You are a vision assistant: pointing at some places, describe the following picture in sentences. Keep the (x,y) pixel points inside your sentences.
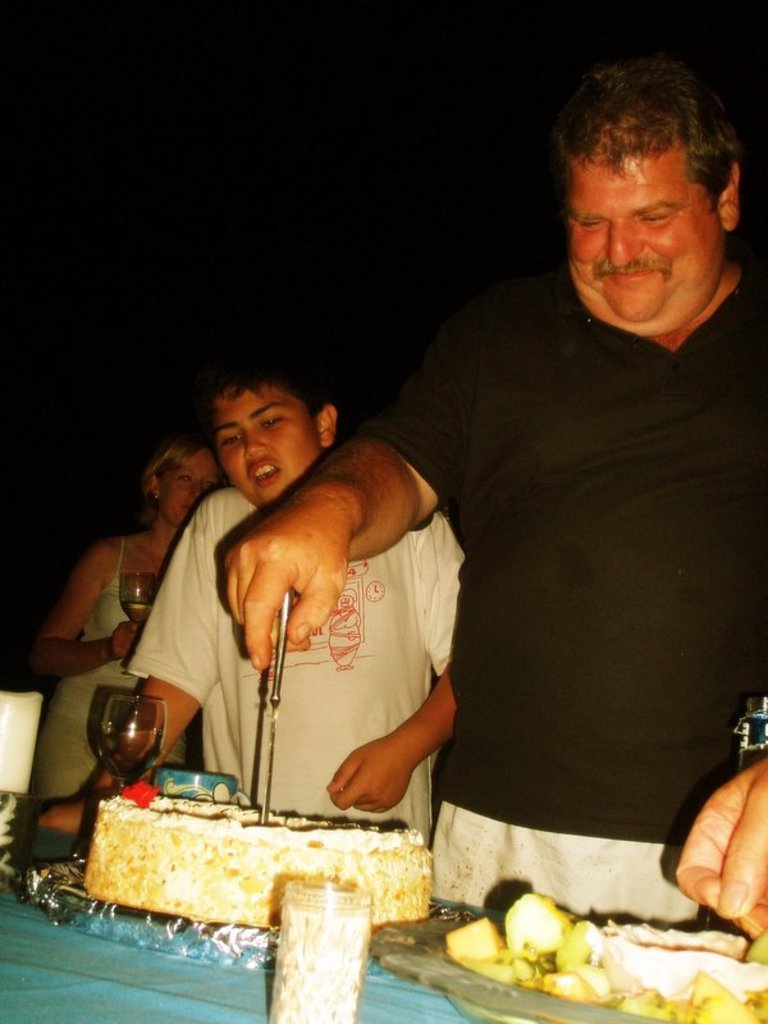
In the right side (689,116) a man (712,103) is standing and cutting the cake (170,800), he wore a t-shirt (637,570). Beside him there is a boy (373,636) standing, he wore a t-shirt (350,685). In the left (120,651) there is a woman (133,634) holding a wine glass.
